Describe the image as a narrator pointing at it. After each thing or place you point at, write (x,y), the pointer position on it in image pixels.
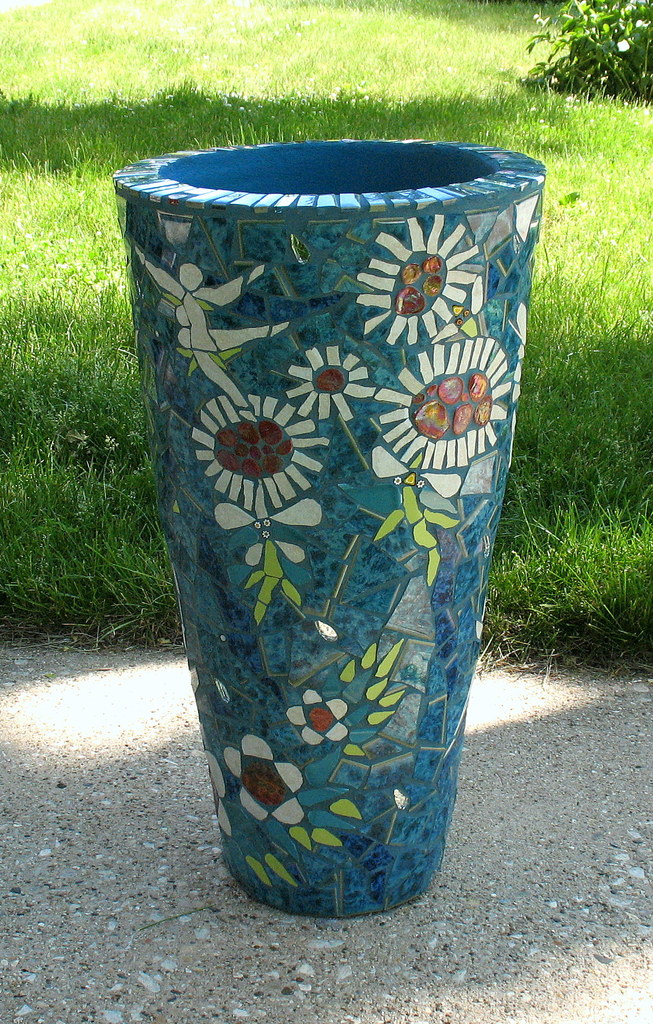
In this image in front (299,222) there is a vase (294,229). At the bottom of the image (590,870) there is a concrete surface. On the right side of the image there is a plant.
